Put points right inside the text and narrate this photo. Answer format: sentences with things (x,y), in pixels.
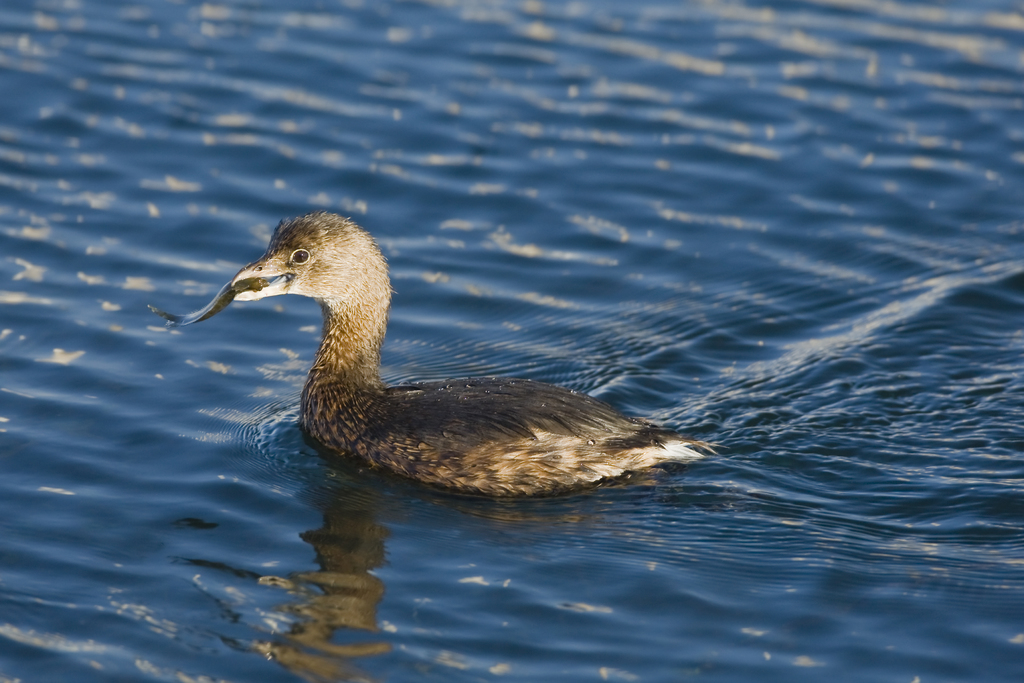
In this image I can see the bird (545,470) in the water (512,505) and the bird (465,401) is in brown and cream color.
